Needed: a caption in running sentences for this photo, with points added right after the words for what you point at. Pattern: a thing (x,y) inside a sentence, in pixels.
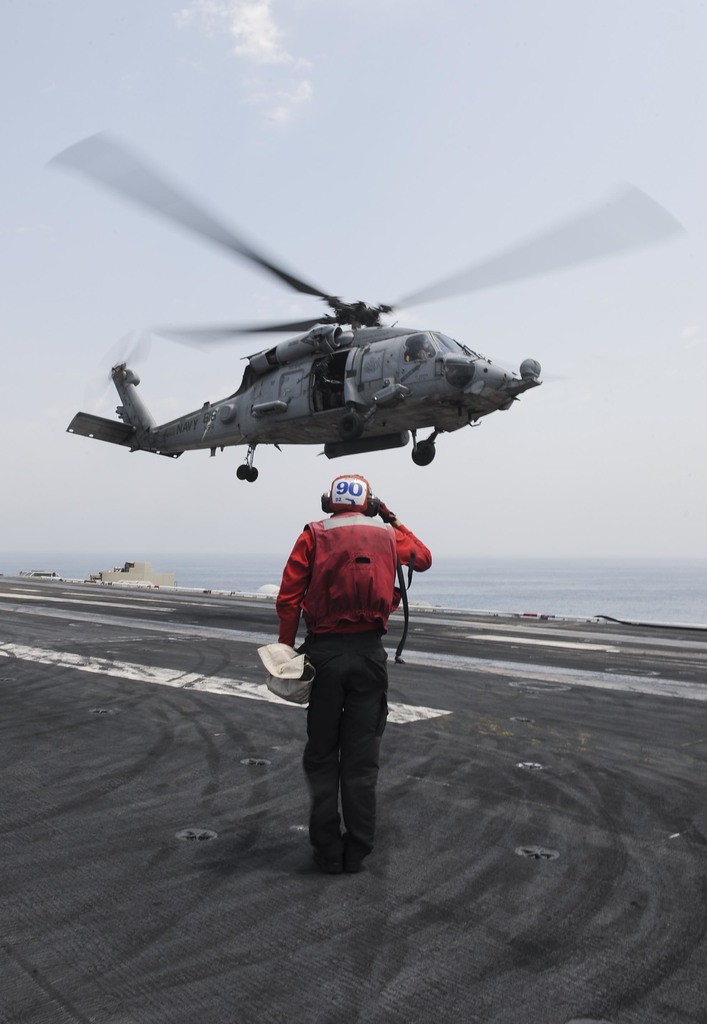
In this image I can see the person (324,549) standing and the person (282,590) is wearing black and red color dress (320,619), background (472,497) I can see an aircraft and the sky (452,124) is in white color.
